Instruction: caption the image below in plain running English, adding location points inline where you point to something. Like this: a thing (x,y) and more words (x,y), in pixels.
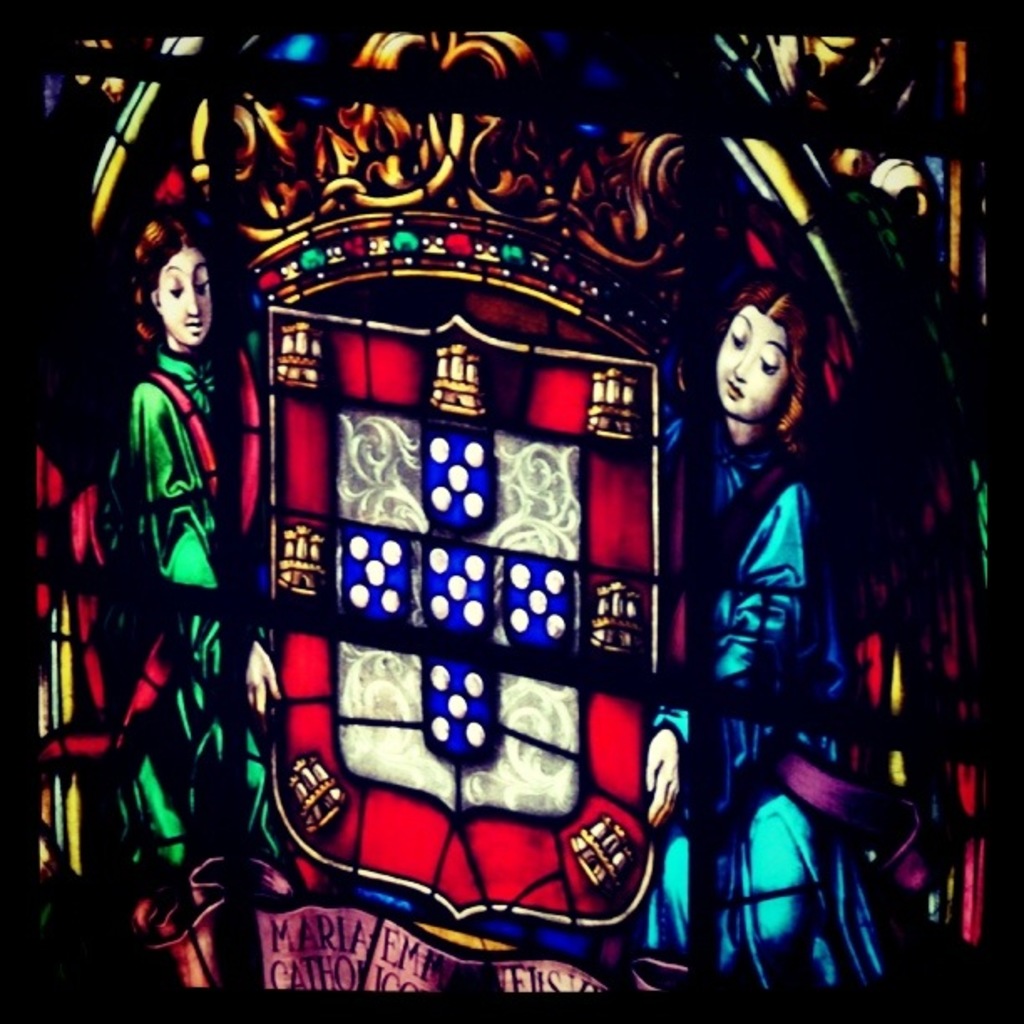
This picture seems to be an animated image. On the right (794,486) and on the left (183,462) we can see the two persons (168,312) holding some object (381,679). At the bottom (381,948) there is a text (438,954) on the image.
